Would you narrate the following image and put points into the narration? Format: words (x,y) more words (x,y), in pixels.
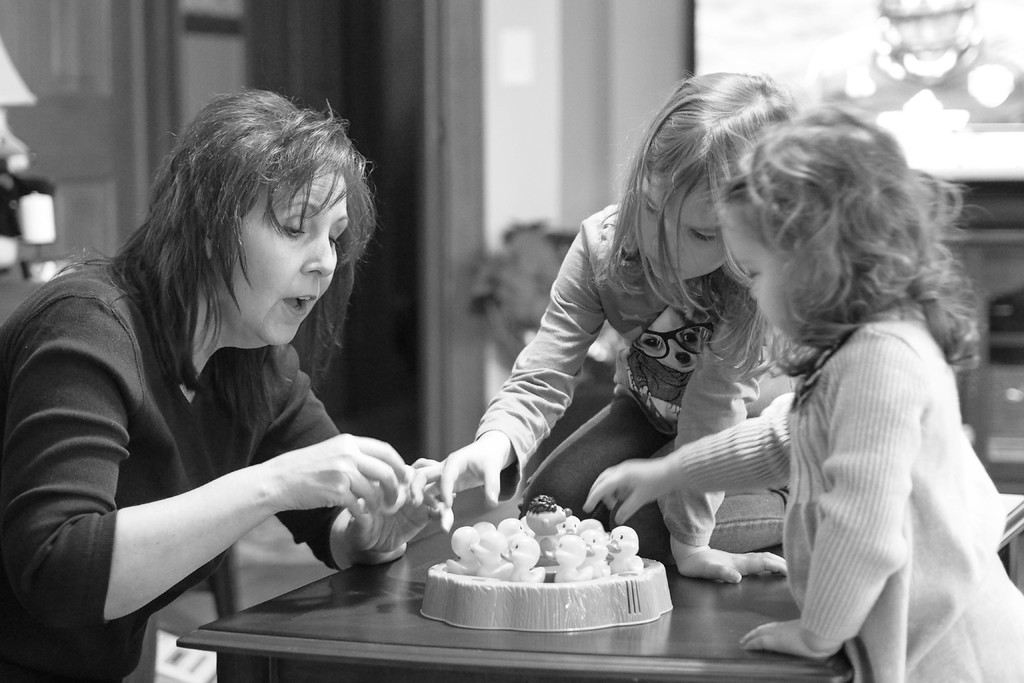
In the picture I can see a woman (148,509) and two girls (734,390). I can also see a girl (711,359) is sitting on a table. Here I can see a toy (545,588) on a table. In the background (426,223) I can see a wall (519,102). The background of the image (450,188) is blurred. This picture is black and white in color.
